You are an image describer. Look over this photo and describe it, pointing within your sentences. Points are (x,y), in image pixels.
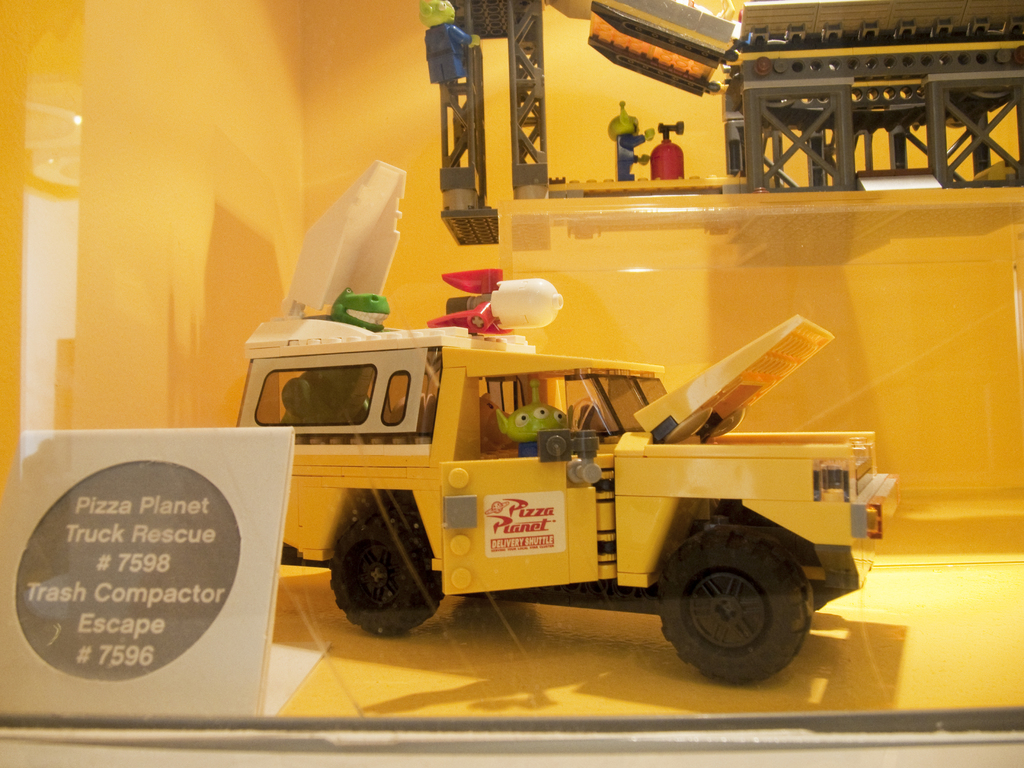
In the center of this picture (469,406) we can see a yellow color toy vehicle (595,472) containing the toys (516,418) of animals (362,306) and some other objects (523,307). At the top (927,179) we can see many other toys (758,94). In the bottom left corner (30,517) we can see a white color object (70,513) on which we can see the text (124,526) and numbers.
